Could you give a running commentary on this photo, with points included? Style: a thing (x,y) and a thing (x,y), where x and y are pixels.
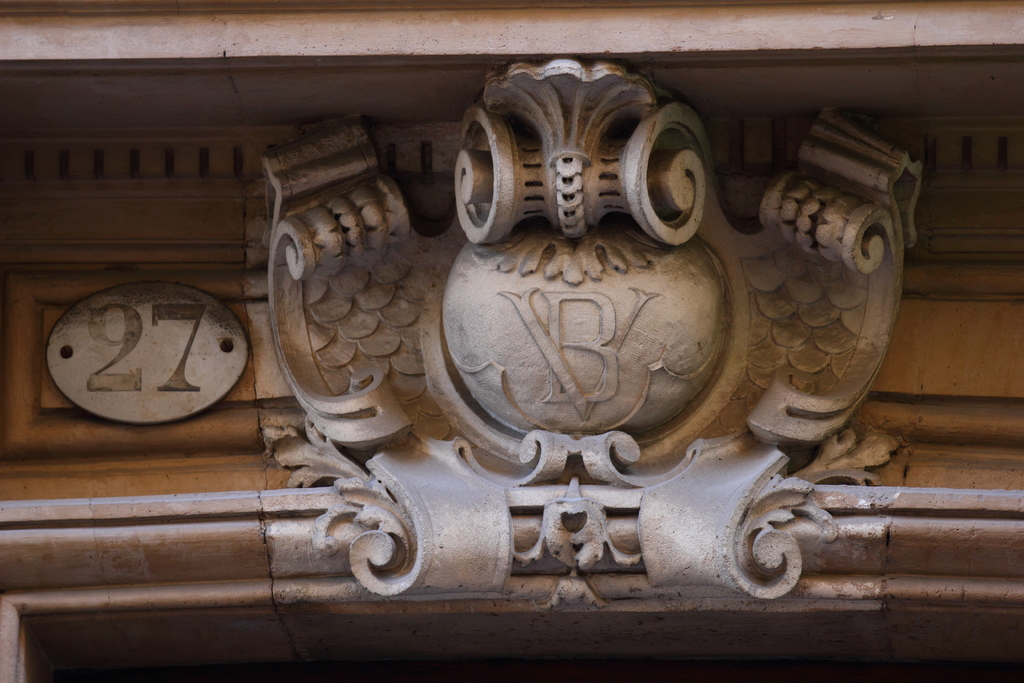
In the center of this picture (675,249) we can see the sculptures (776,297) of some objects (511,307). On the left (142,331) we can see the numbers (162,315) on another object (126,339).
